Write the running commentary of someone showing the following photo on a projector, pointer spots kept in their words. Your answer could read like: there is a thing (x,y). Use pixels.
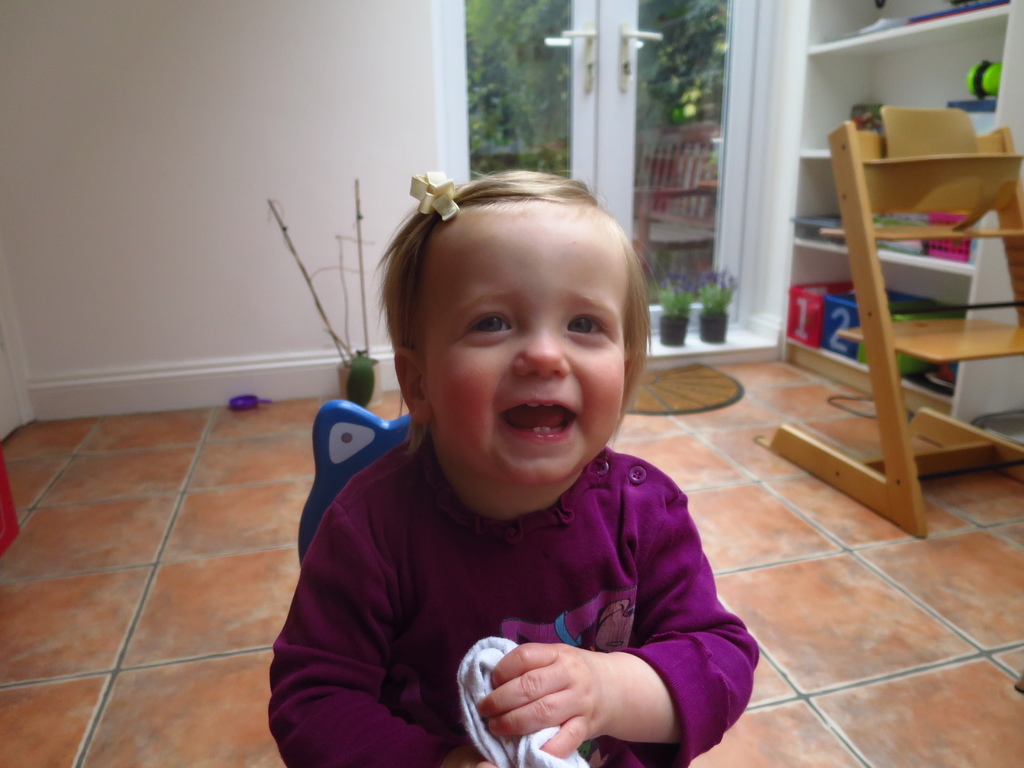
In this image, I can see a small girl (478,596) smiling. This looks like a wooden object (904,484). These are the flower pots (703,339). I can see a doormat (701,401), which is placed on the floor (723,471). This is a door (569,59) with a door handle (556,40). This looks like a vase (359,371) with the twigs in it. I can see the trees (650,67) and a bench (670,176) through the glass door (639,113).
